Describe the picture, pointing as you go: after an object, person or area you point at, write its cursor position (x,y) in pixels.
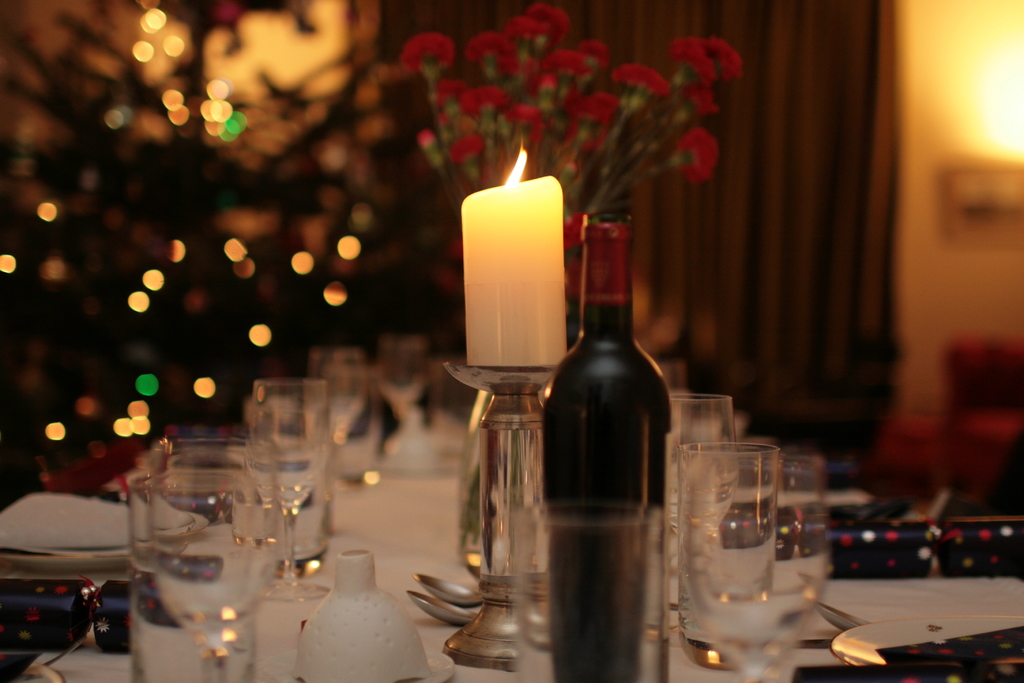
In this image, there is a table (398,507) contains some glasses (210,523), flowers (506,114), candle (475,238) and bottle (567,394). In the background (351,38), image is blurred.
